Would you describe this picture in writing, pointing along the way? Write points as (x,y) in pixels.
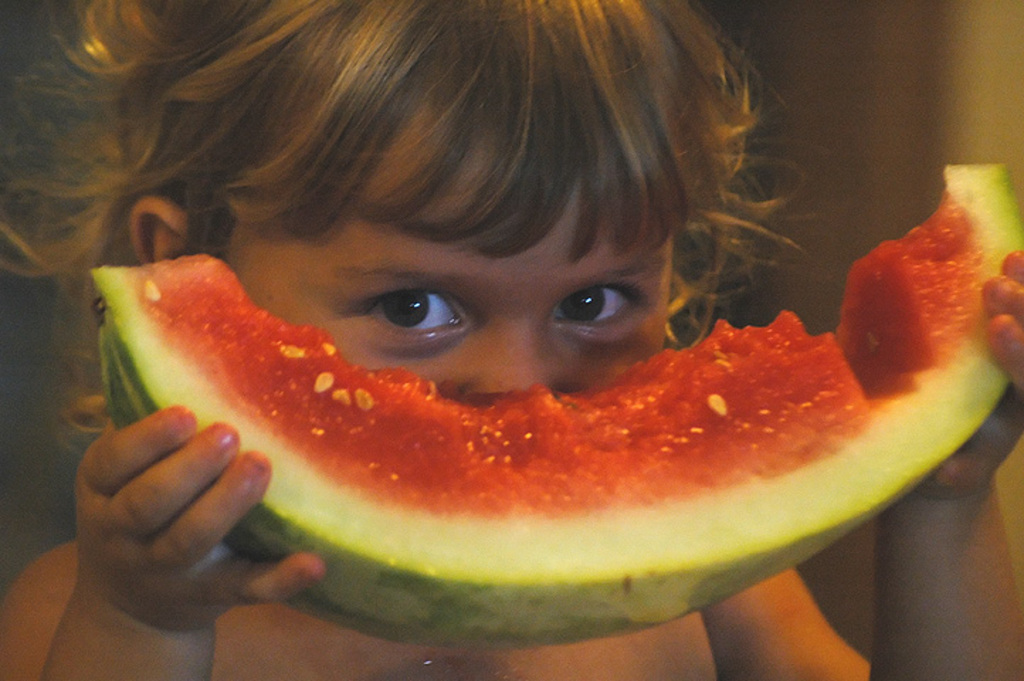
The girl (354,203) in front of the picture is holding a slice of watermelon (535,473) in her hands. She is looking at the camera. In the background (820,172), it is blurred.
